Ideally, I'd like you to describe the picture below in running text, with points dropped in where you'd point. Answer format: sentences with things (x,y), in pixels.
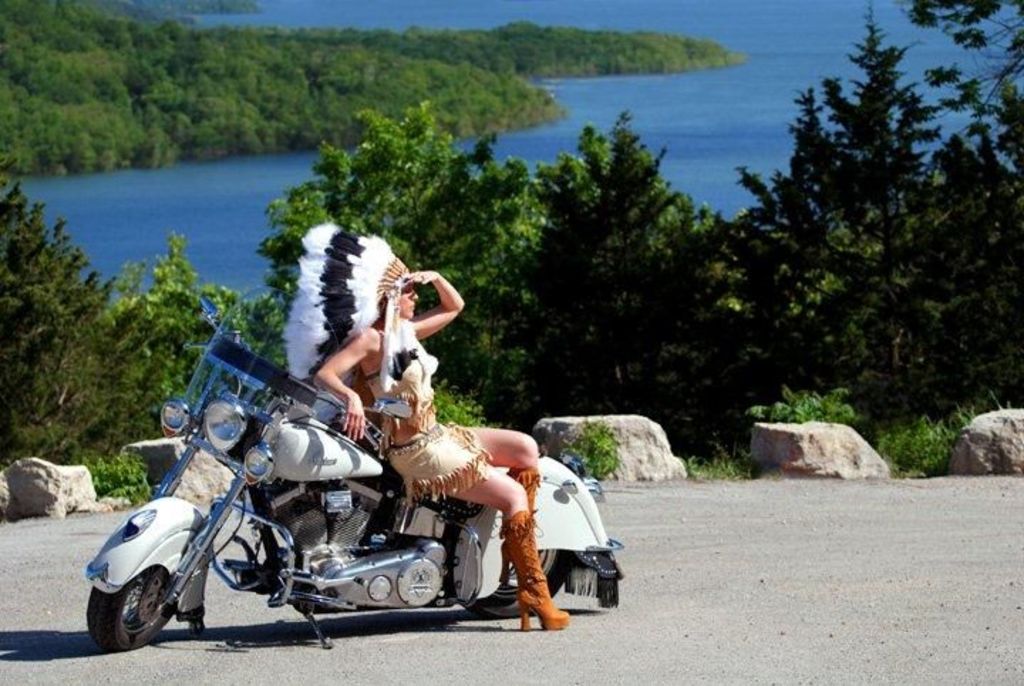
In this image i can see a woman (490,440) sitting on a bike (332,455) at the background (614,169) i can see a tree (689,207), a water (691,180).
